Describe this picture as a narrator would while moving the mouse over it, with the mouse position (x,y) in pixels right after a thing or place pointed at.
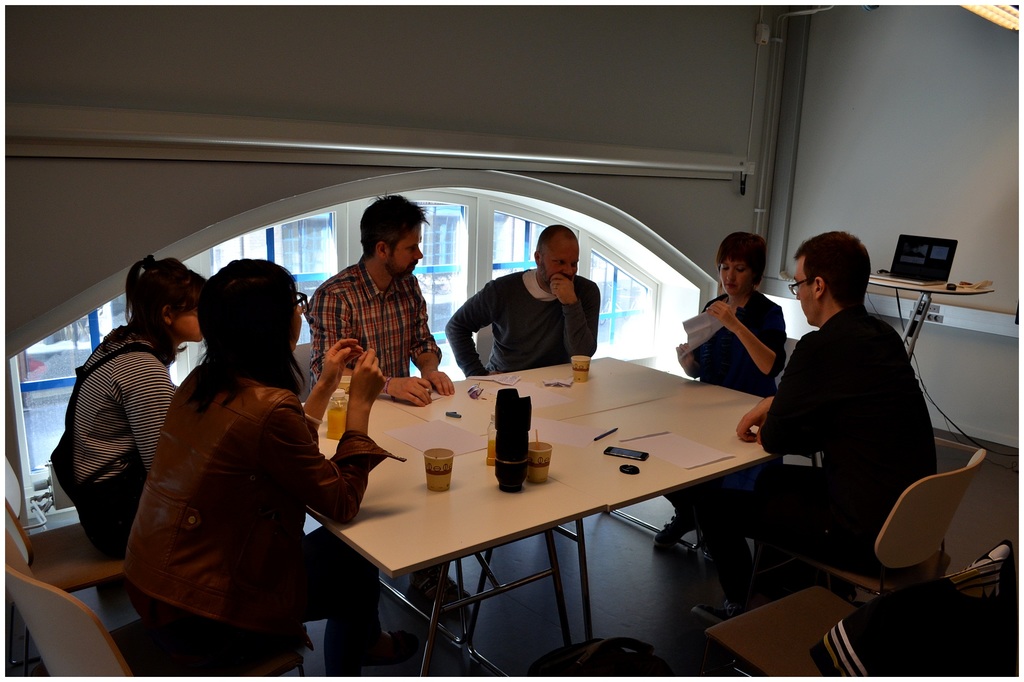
In the image we can see there are people (887,379) who are sitting on chair (101,647) and in front of them there is a table (500,503) on which there is glass (445,485), mobile phone (626,454), paper (632,443) and pen (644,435).
